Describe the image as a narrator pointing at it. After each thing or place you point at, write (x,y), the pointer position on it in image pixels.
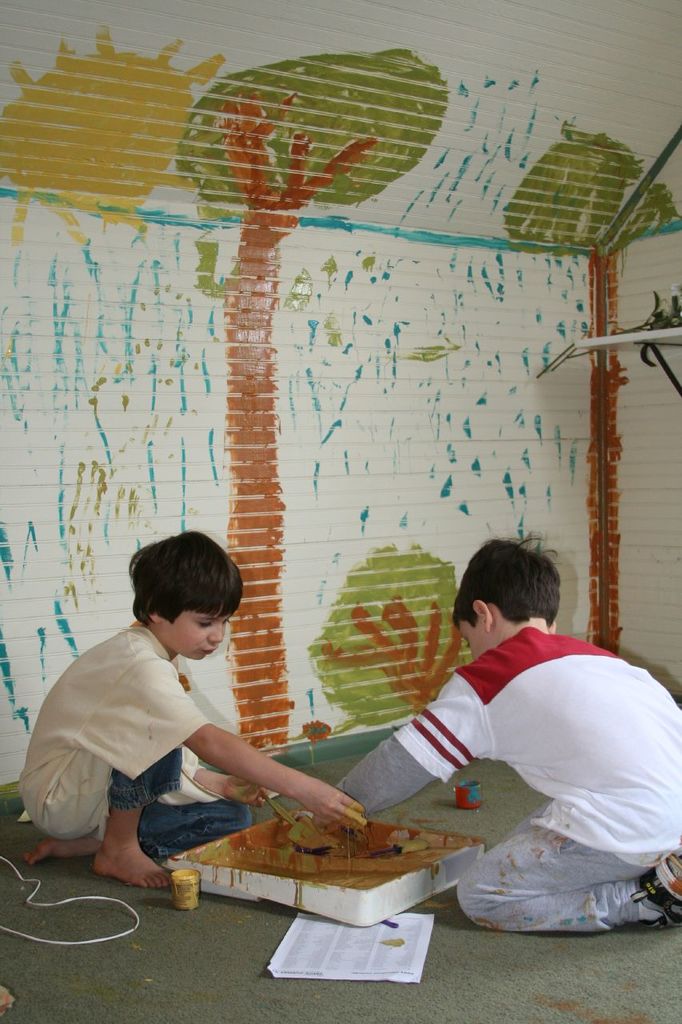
This image consists of two children (233,781) playing with the paints (337,881). At the bottom (150,983), there is a floor (142,1011). In the background (327,198), there is a wall (522,420) on which there are paintings (536,235).
